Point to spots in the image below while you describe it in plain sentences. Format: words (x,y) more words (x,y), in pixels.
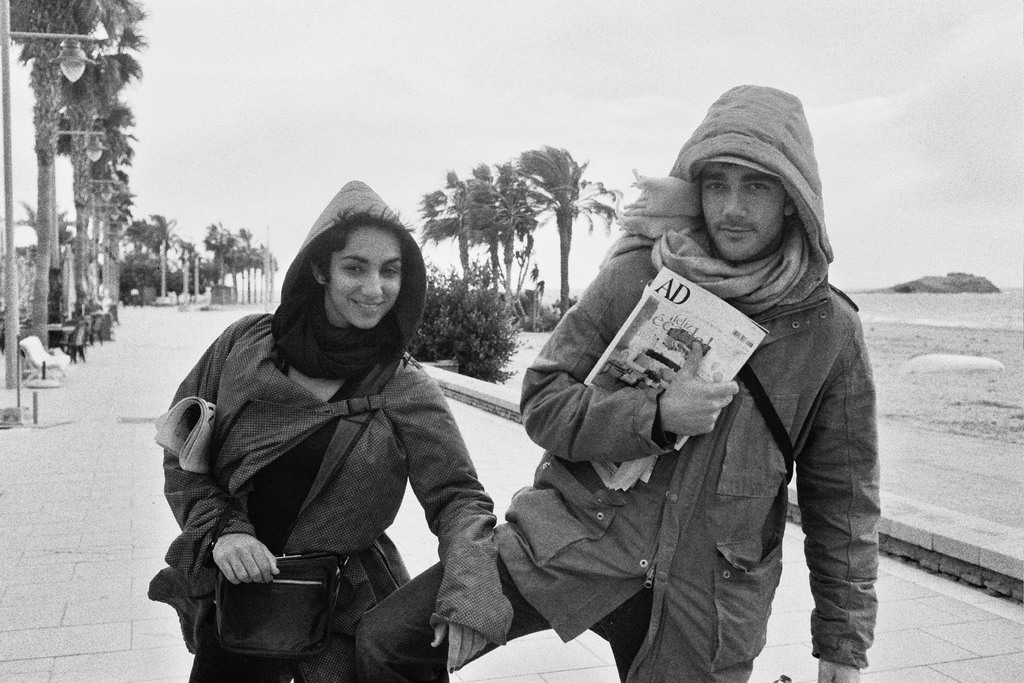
This is a black and white image. In this image we can see a man (641,575) and woman (390,552) standing on a pathway (409,538). In that a man (719,509) is holding a book (624,462). On the backside (454,322) we can see a group of trees (175,270), plants (455,300), street poles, benches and some chairs (73,353). on the right side (955,297) we can see a water body (942,308), the hill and the sky (875,202) which looks cloudy.
